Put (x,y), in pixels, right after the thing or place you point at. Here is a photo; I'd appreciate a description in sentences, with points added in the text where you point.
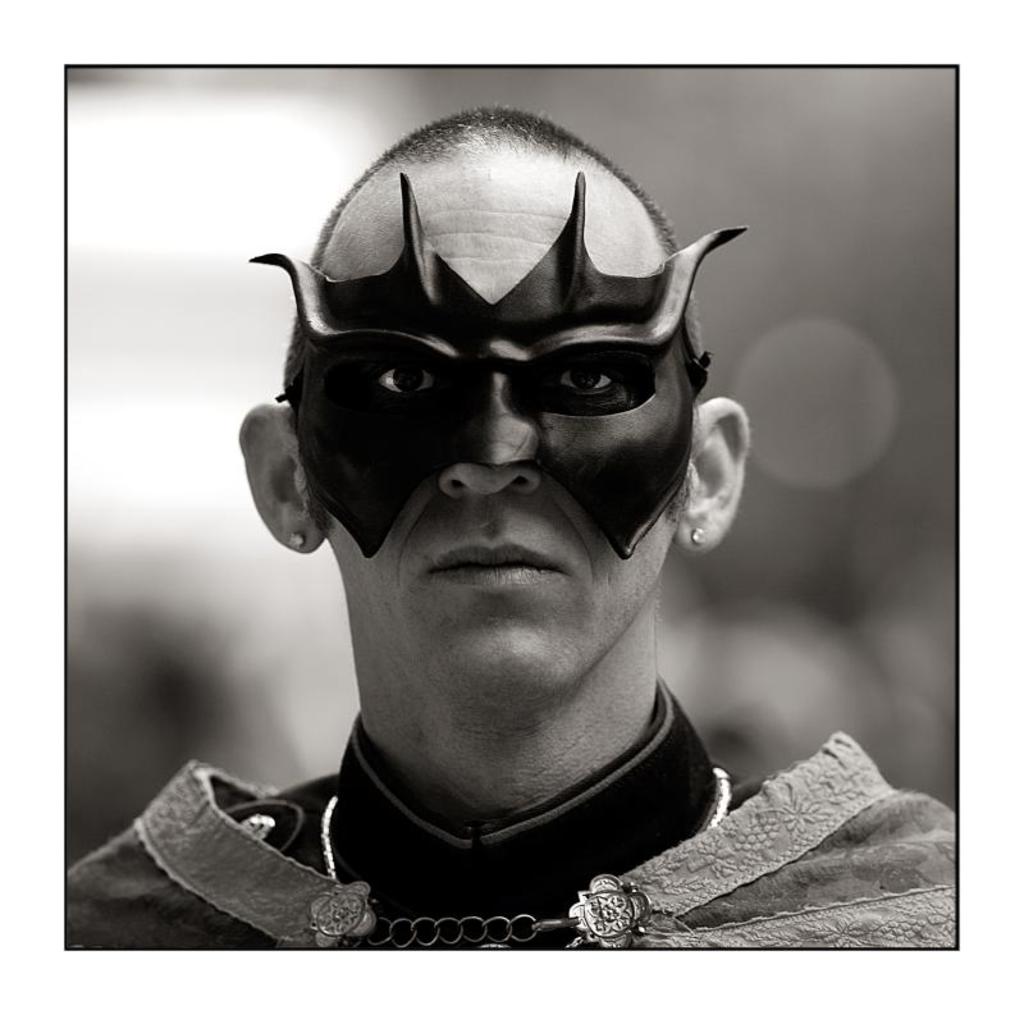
This image is a black and white image. In this image the background (231,673) is a little blurred. In the middle of the image (552,589) there is a man (277,854) in a costume (618,835) and there is a mask (364,414) on his face (380,375).
